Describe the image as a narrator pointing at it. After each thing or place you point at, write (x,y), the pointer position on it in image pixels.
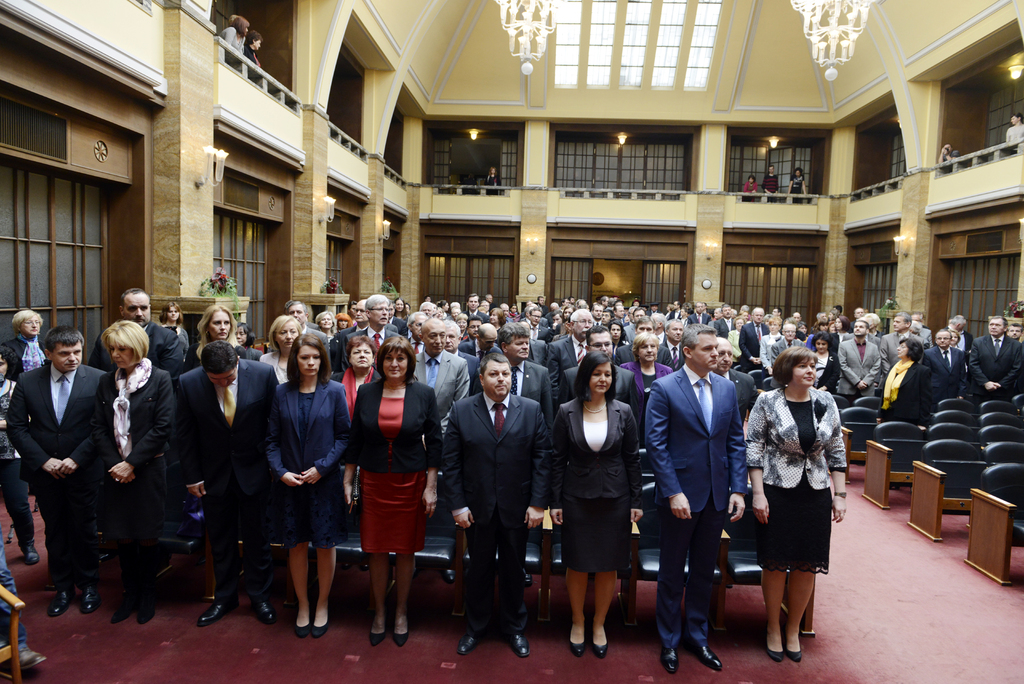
In this image, we can see an inside view of a building (923,87). There are people (722,386) in the middle of the image (523,328) wearing clothes (571,336). There are seats (1006,420) on the right side of the image (1023,493). There are chandeliers (823,33) at the top of the image (809,11).
